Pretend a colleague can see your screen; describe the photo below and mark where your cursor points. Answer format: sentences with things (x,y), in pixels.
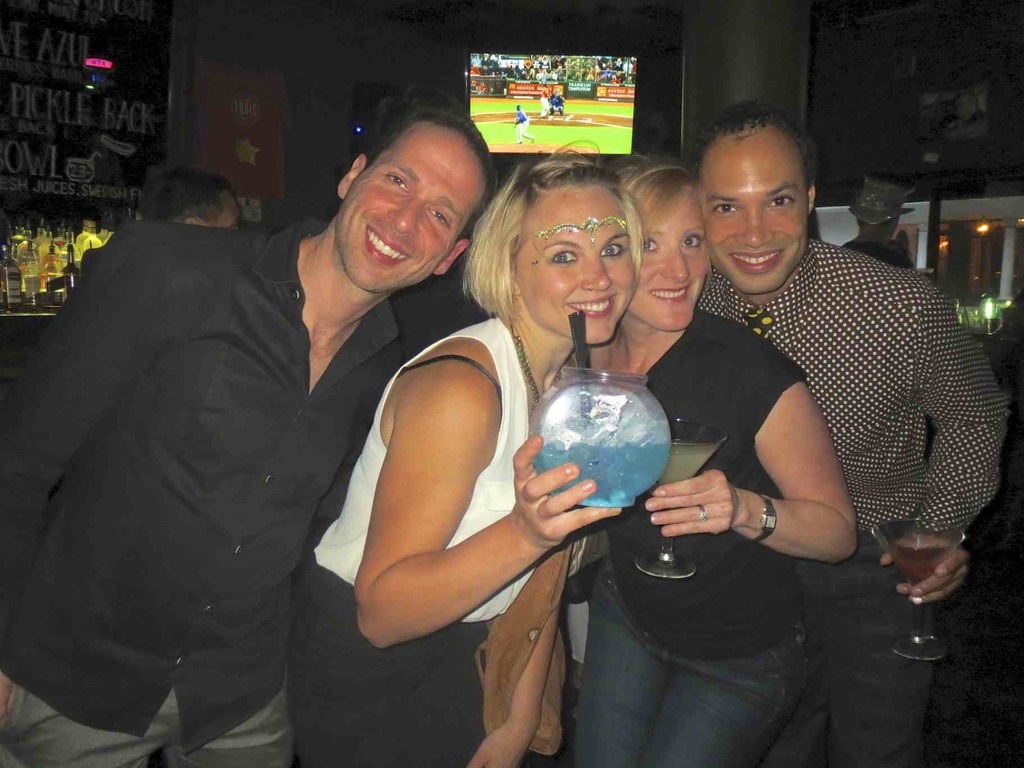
This image consists of 4 persons (330,485). Two are men (432,238), two are women (404,474). The woman (561,351) is holding something. There are bottles (39,264) on the left side (62,266). There is a screen (541,115) at the top (578,98).
